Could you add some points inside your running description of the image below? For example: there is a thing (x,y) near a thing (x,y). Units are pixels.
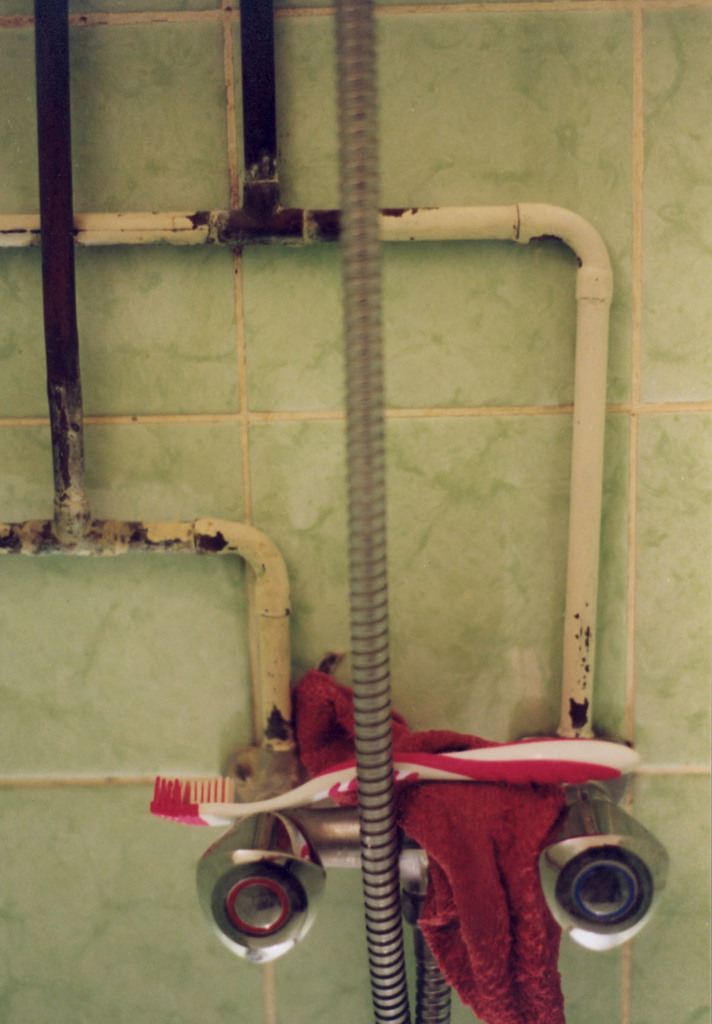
Here in this picture we can see pipes (581,688) present on a wall (318,469) and we can also see knobs (311,850) of the shower (633,875) present to it and on that we can see a napkin (461,837) and a tooth brush (597,777) present and in the front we can see a hand shower pipe (376,261) present.
